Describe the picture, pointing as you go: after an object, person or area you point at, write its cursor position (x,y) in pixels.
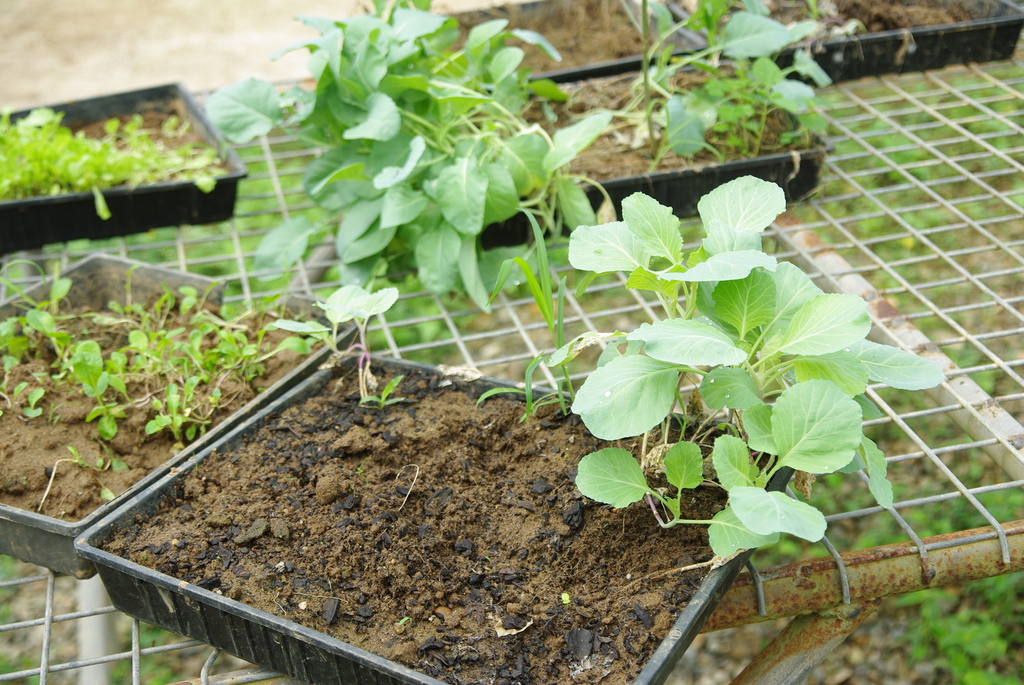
There are plants (100,184) on the mud (140,473) which is on the black color trays (516,227). And these trays (703,178) on the net (256,242). In the background (983,648), there are plants (952,639) on the ground (898,267).
